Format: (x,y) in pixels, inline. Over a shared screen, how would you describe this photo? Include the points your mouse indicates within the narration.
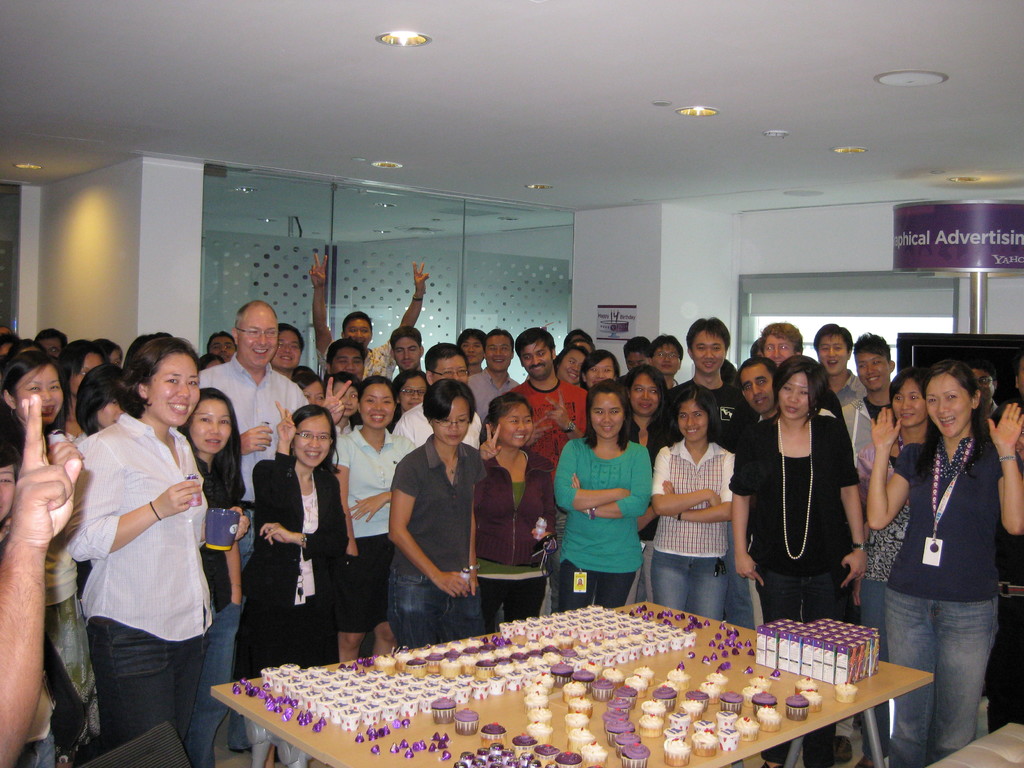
A group of people (609,500) are standing. In-front of these group of people (550,518) there is a table (384,760), on a table (715,631) there are muffins (549,651), chocolates (466,765) and food packets (804,632).
